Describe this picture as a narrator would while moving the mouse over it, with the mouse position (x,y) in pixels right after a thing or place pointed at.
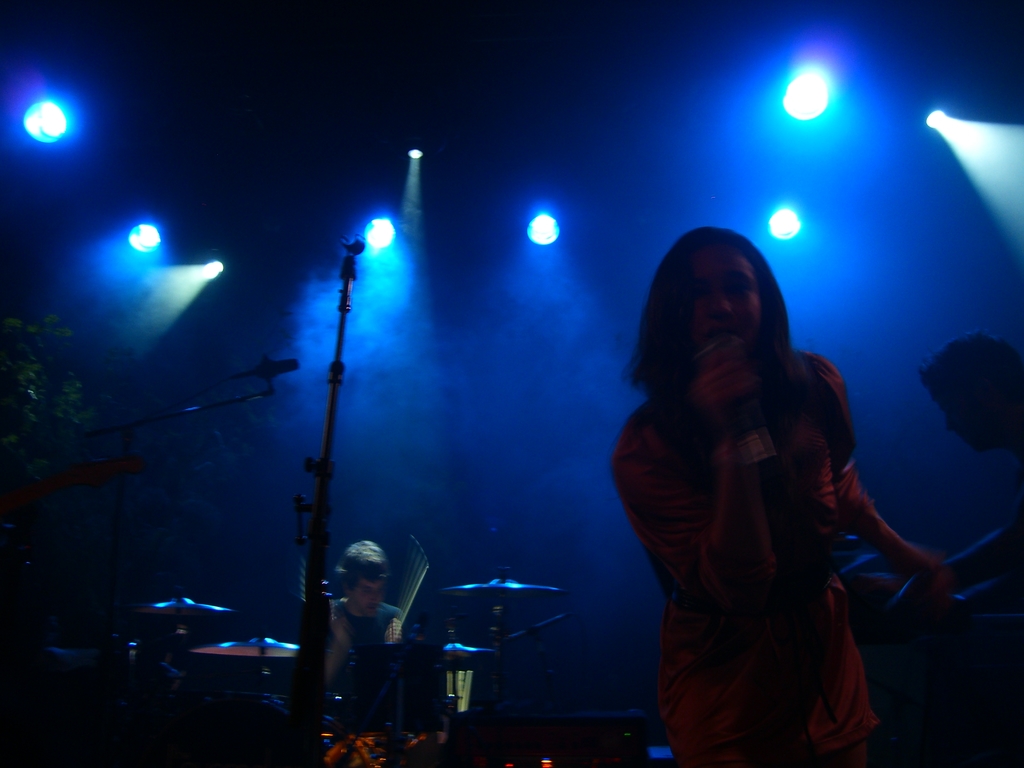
In this image we can see a few people (661,551), two of them are playing musical instruments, there are mics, a person (741,500) is holding a mic (727,361) and singing, there are lights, and the background (413,358) is dark.
